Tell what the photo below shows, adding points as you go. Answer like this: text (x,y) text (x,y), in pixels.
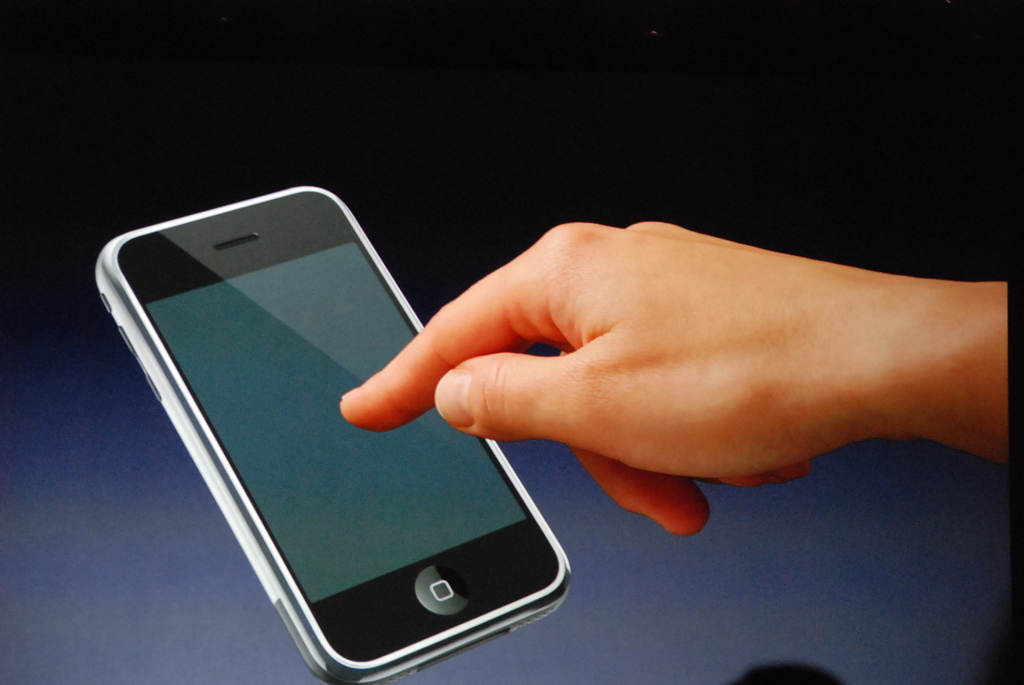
In this image I can see a person's hand (937,354) is touching a mobile screen (315,385). In the background (901,484) I can see a blue color. This image is taken may be in a room (597,67).
